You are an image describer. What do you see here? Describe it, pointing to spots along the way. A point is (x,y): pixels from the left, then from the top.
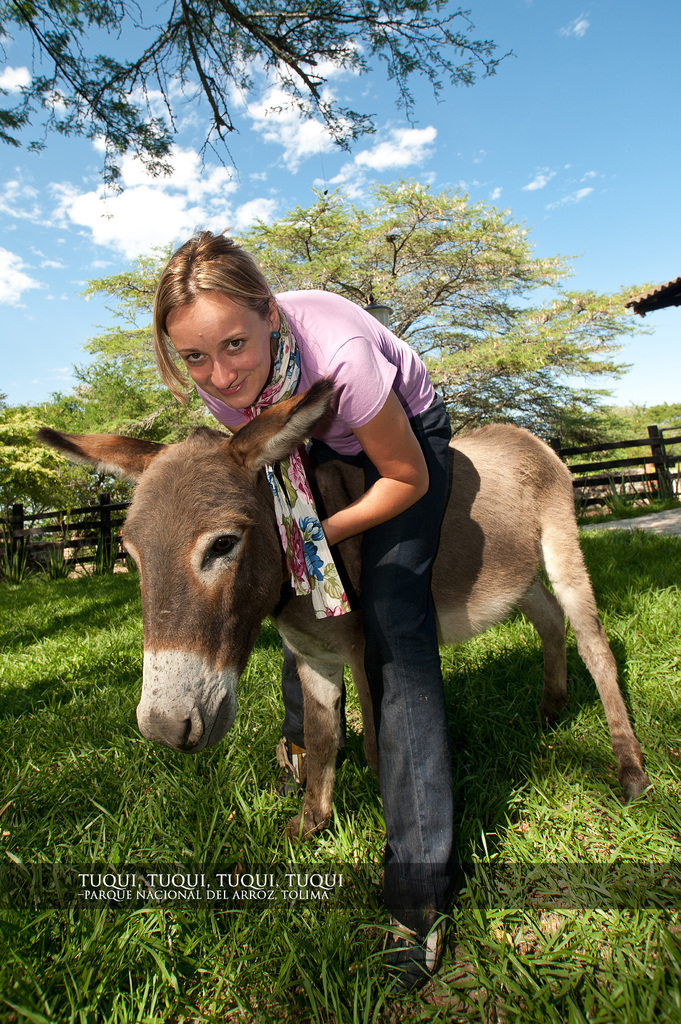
In the picture I can see a person (363,379) wearing pink color T-shirt (350,358), scarf (301,487) and black color pant (402,805) is leaning over the donkey (129,518). Here I can see the grass (23,727), I can see the fence (70,552), trees (336,264) and the blue color sky (180,58) with clouds (312,146) in the background (16,328). Here I can see the watermark (96,900) at the bottom of the image (91,889).
